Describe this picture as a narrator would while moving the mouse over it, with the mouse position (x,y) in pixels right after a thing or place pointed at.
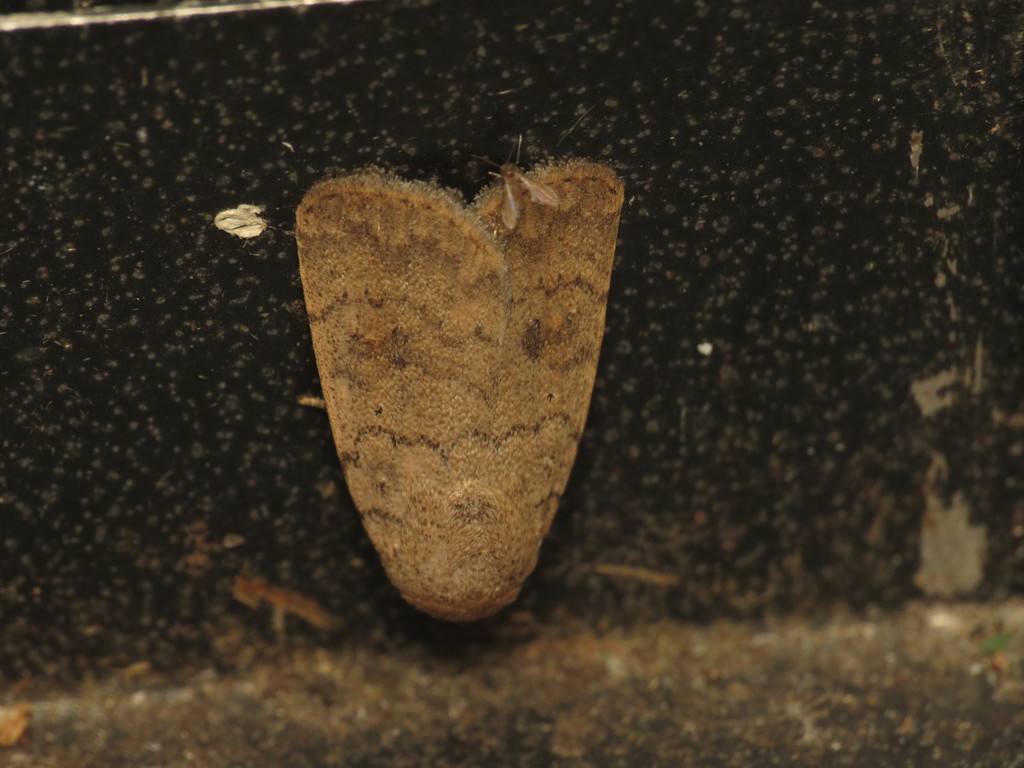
In this picture, there are two insects (467,407) one on the other which are on the wall (778,317).
